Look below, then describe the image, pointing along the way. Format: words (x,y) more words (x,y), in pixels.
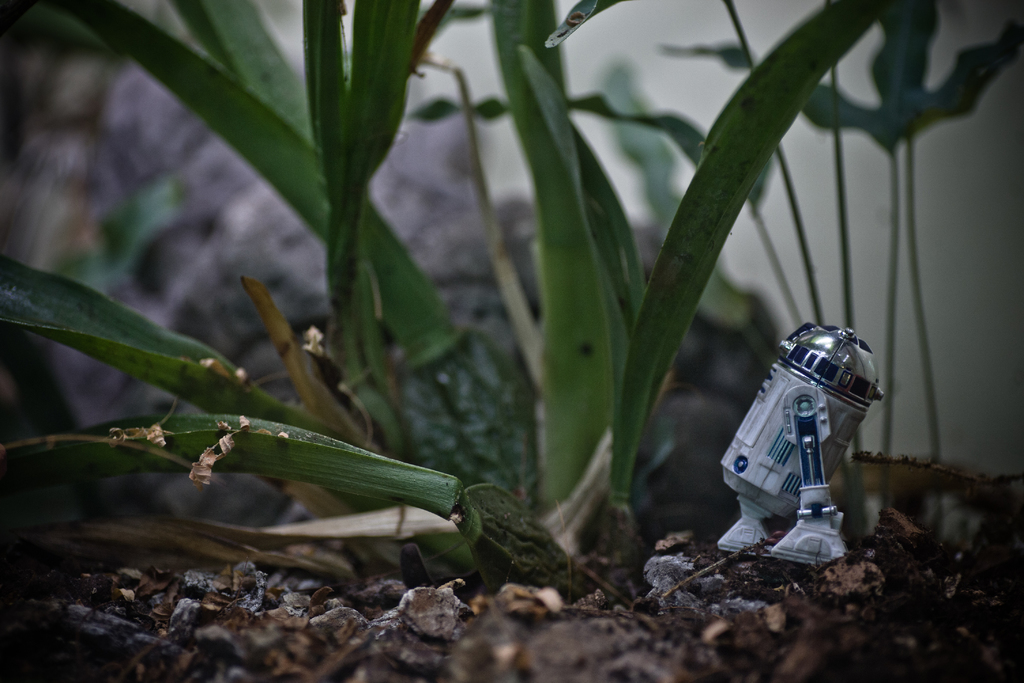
This image consists of a plant (467,375). At the bottom (463,682), there are dried leaves (280,631) on the ground (639,629). On the right (843,436), there is an object (839,523). It looks like a toy robot (814,479).
